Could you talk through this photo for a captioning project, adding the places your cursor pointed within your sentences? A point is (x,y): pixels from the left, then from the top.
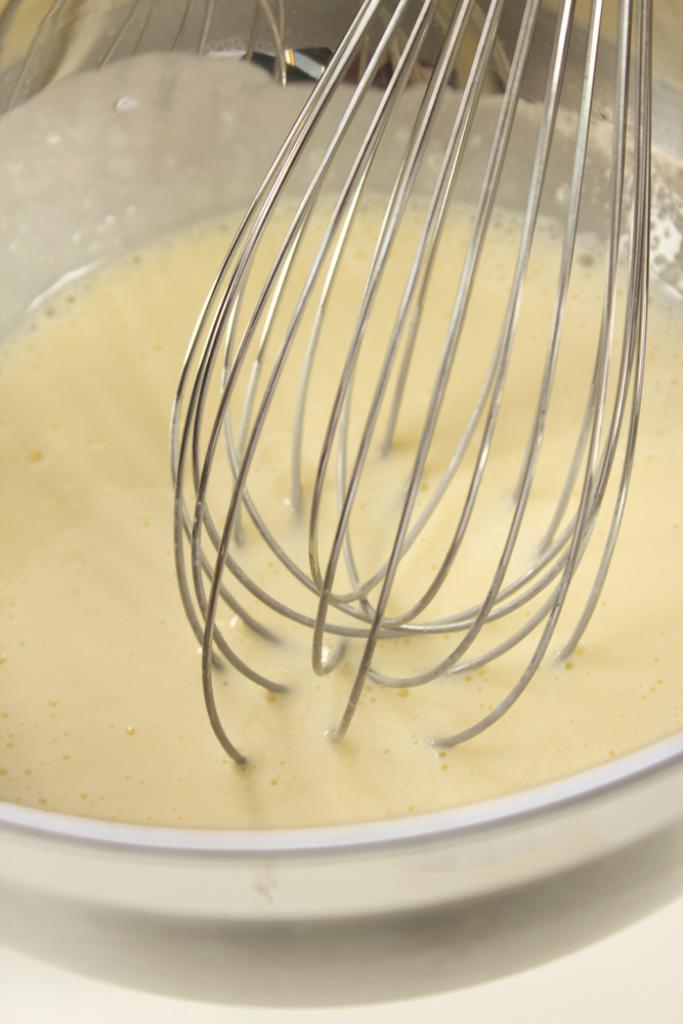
In the image there is a whisking tool (575,185) and it is kept in a bowl (89,170) containing some liquid (389,500).
